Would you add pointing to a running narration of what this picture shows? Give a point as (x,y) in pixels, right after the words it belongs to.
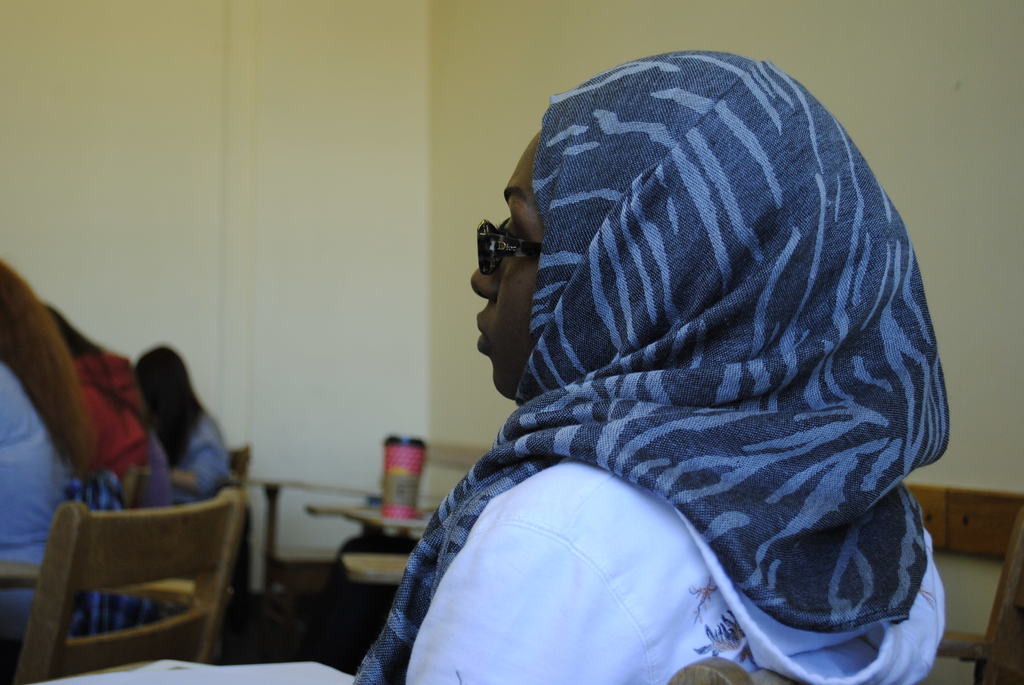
In this image in the foreground (770,405) a lady (664,552) is sitting she is wearing a scarf (651,232) and glasses (502,258). In front of her few other people (77,462) are sitting on chairs (154,533). In the background (248,229) there is a wall (863,83).
